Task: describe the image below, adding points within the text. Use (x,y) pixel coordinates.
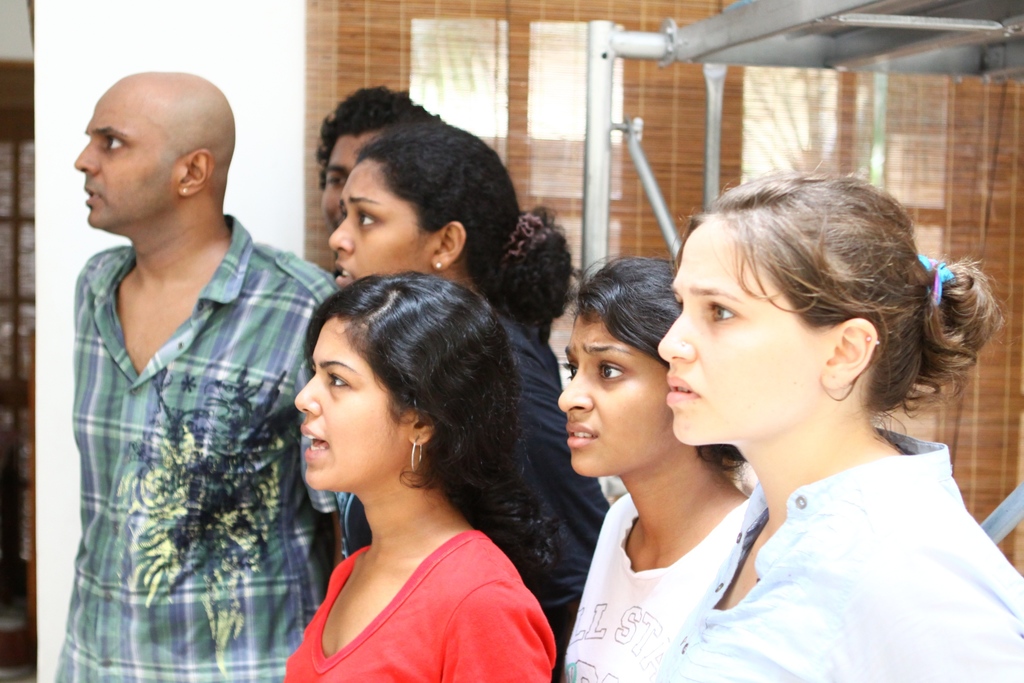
In this picture, we can see a few people (475,238), in the back ground (659,142) we can see the wall (47,631), window blind (578,165), we can see some metallic objects (923,14) in the top right corner (910,38).
